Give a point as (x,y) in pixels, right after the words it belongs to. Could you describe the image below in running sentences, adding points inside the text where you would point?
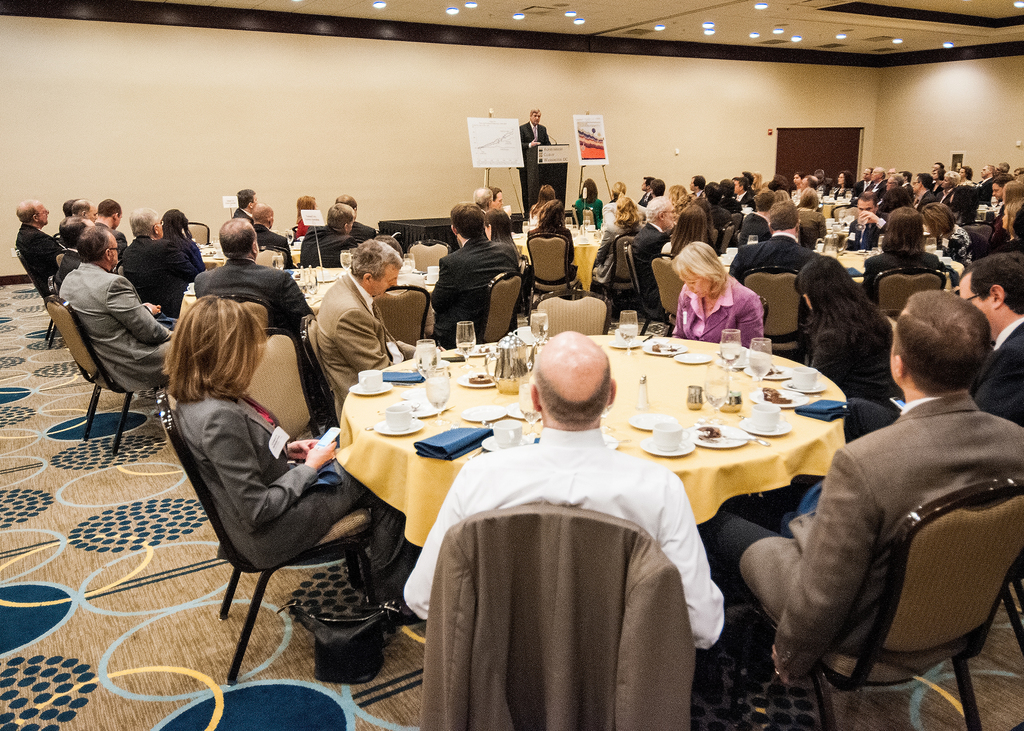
Persons (958,356) are sitting on a chair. In-front of this person (571,334) there is table (626,405), on a table (745,457) there are cups (361,380) and glasses (755,369). Far this person (526,166) is standing. In-front of this person (526,166) there is a podium (550,172). Beside this podium (555,162) there are posters (497,150). On top there are lights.
